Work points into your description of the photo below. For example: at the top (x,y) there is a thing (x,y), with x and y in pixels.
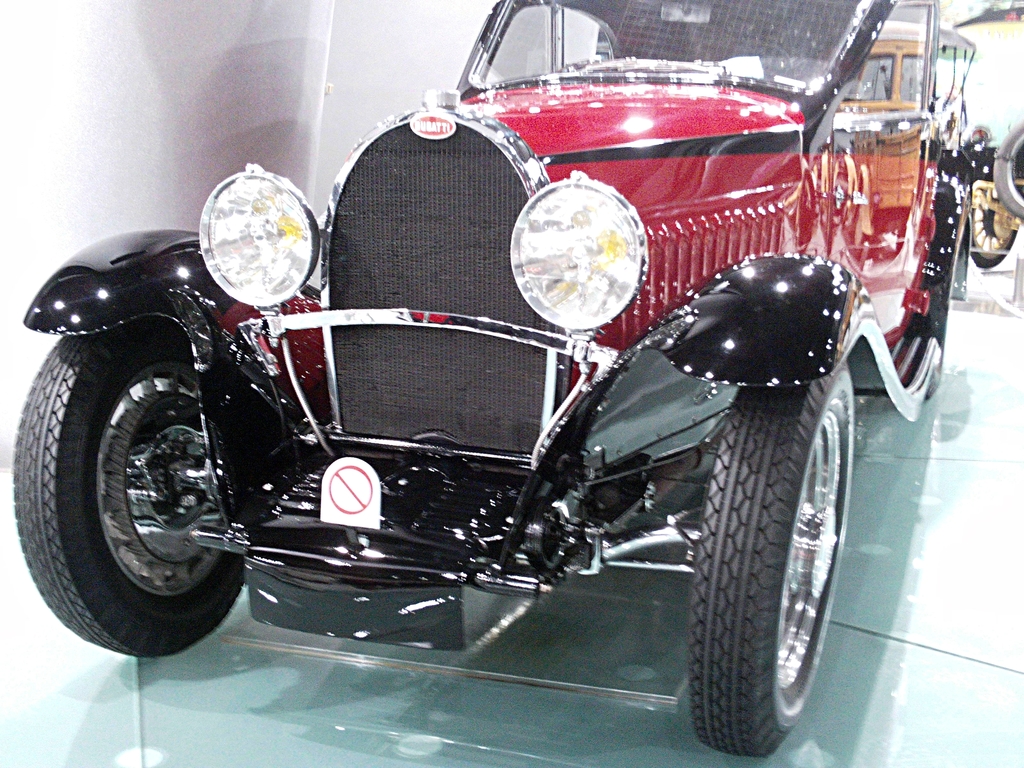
In this image I can see the vehicle (637,196) which is in black and red color. It on the glass surface (630,665). In the background (999,216) I can see few more vehicles (984,190). To the left (163,193) I can see the white color wall (282,72).
